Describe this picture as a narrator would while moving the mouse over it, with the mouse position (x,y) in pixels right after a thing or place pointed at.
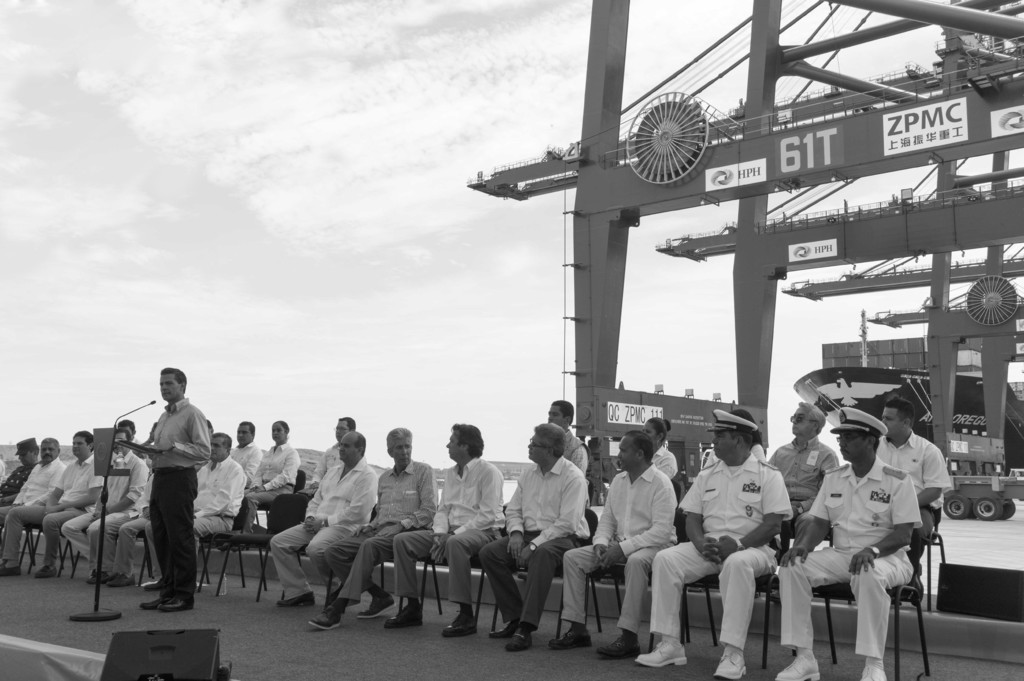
It is a black and white image. In this image we can see the people (514,516) sitting on the chairs (917,548). We can also see a man (157,468) standing in front of the mike stand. In the background (137,393) we can see the ship (901,386), rods (771,315) and also the sky (558,250) with the clouds (327,138).
